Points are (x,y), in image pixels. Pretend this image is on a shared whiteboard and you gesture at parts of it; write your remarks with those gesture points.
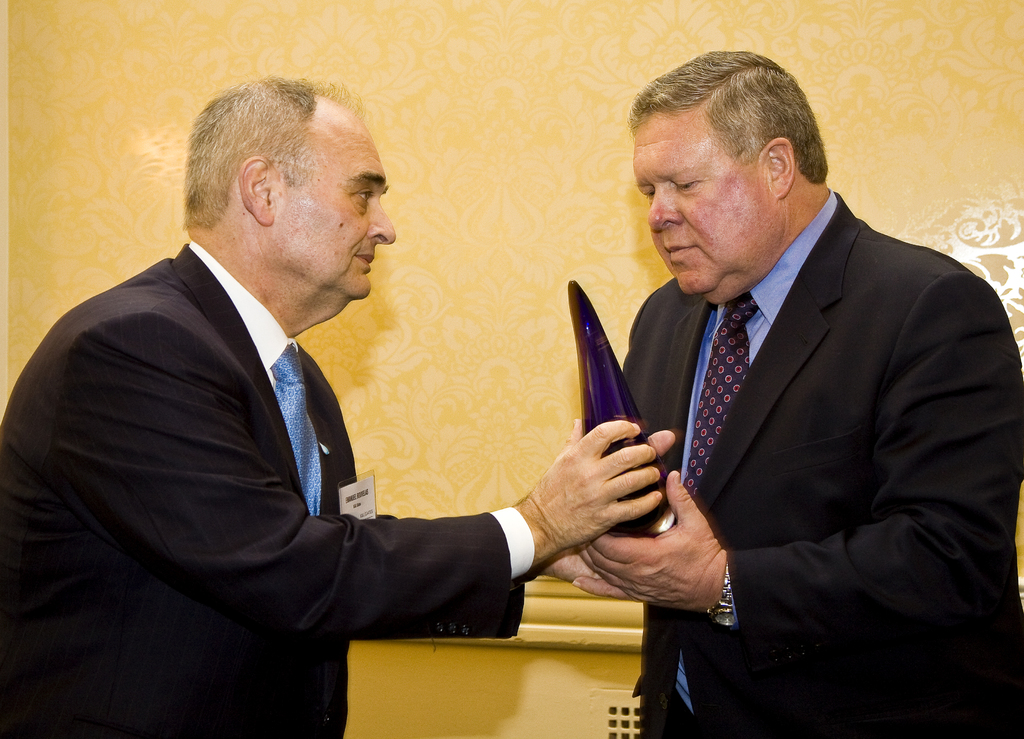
In the background (872,133) we can see the wall (548,16). In this picture we can see men (808,179) and they both are holding an object (574,289) with their hands (647,450). This man (674,550) wore a wrist watch (724,613). We can see a white card (356,501).
